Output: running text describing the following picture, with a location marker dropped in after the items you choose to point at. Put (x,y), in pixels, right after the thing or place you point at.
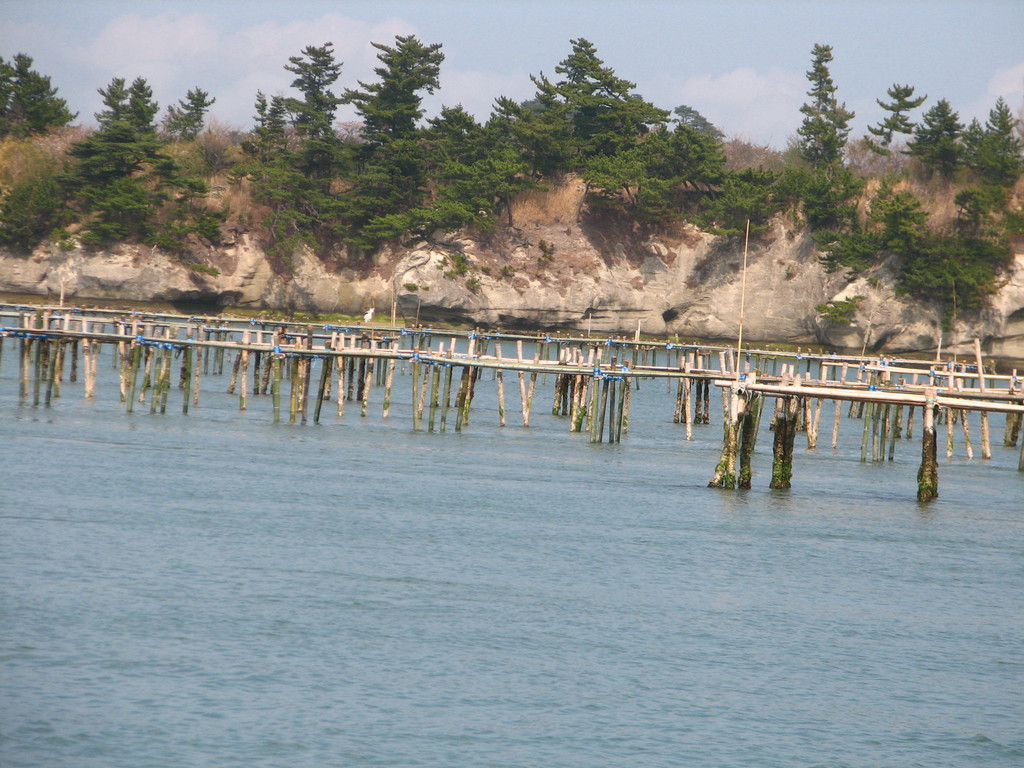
In this image we can see poles (145,371) in the water (543,587). In the background (371,203) we can see trees (350,97) and plants (453,207) on the cliff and there are clouds (169,31) in the sky (904,56).
